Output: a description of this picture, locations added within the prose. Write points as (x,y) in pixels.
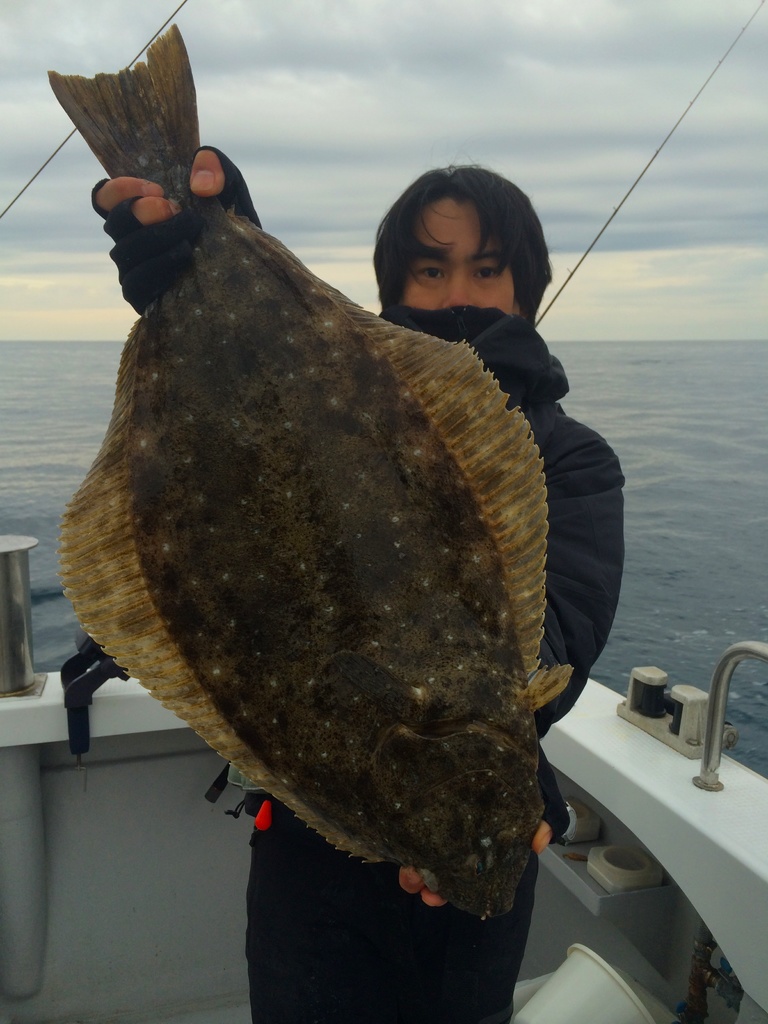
In this image in the center (489,353) there is one person (455,238) who is standing, and he is holding a fish (385,716) and it seems that he is in a deck (130,748) of a ship (584,752). And in the background (686,423) there is an ocean (37,523) and some wires (650,161), at the top (368,65) there is sky (493,83).
